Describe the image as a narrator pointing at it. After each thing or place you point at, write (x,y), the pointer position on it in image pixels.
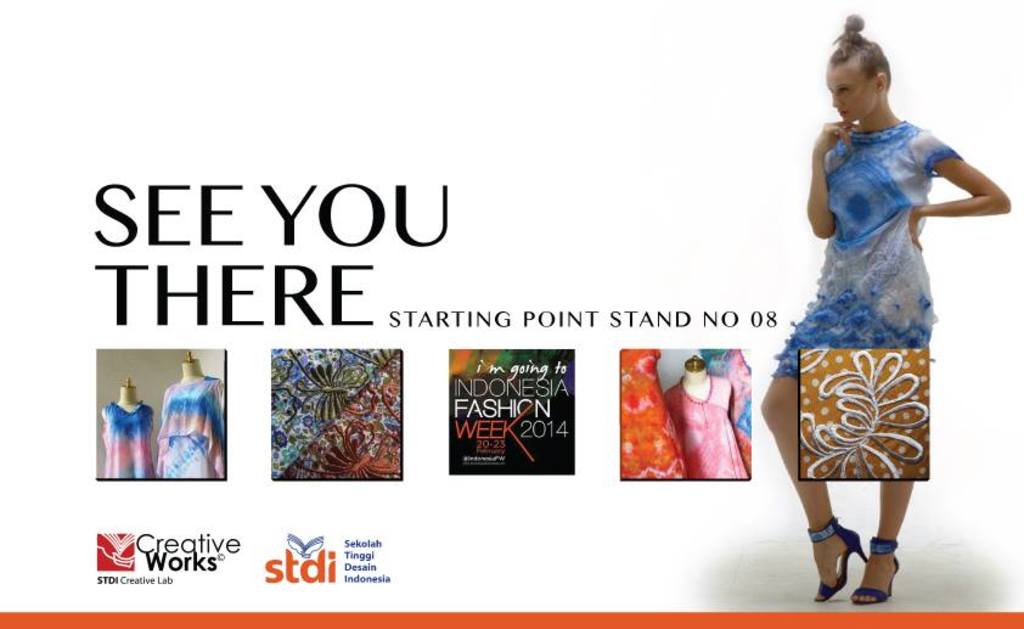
In this image I can see the pamphlet (753,212). In the pamphlet (674,221) I can see the person (832,283) wearing the blue and white color dress (880,236). I can see few mannequins (218,410) with dresses (188,400). I can also see the text (500,412) in the pamphlet (446,342).
